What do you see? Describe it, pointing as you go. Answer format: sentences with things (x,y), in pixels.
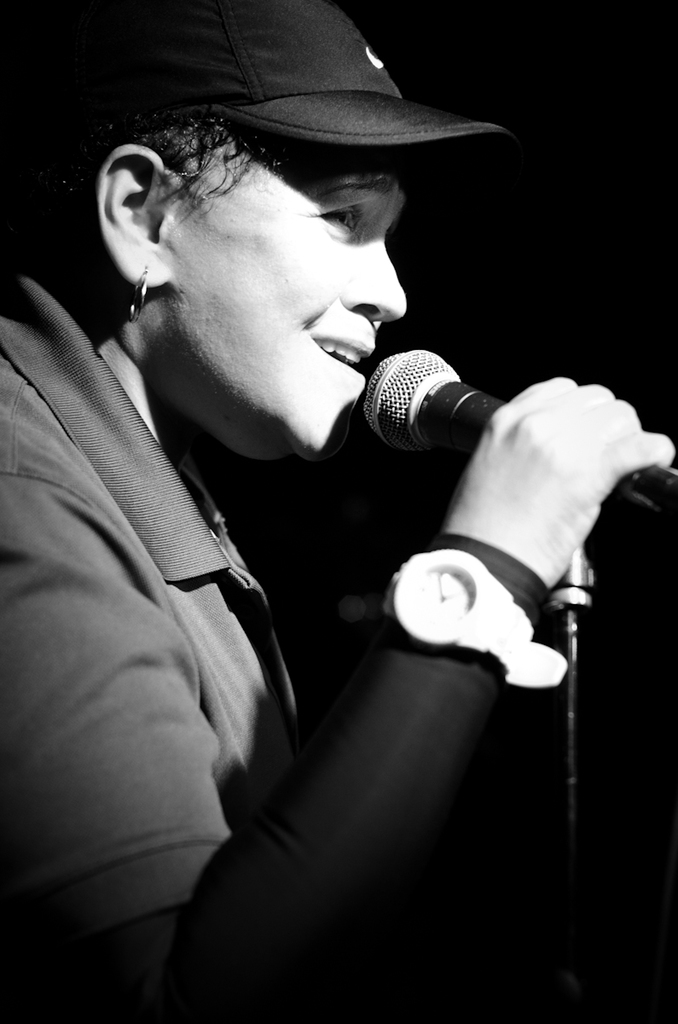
It is a black and white image. In this image there is a person (355,323) holding the mike (452,375).
